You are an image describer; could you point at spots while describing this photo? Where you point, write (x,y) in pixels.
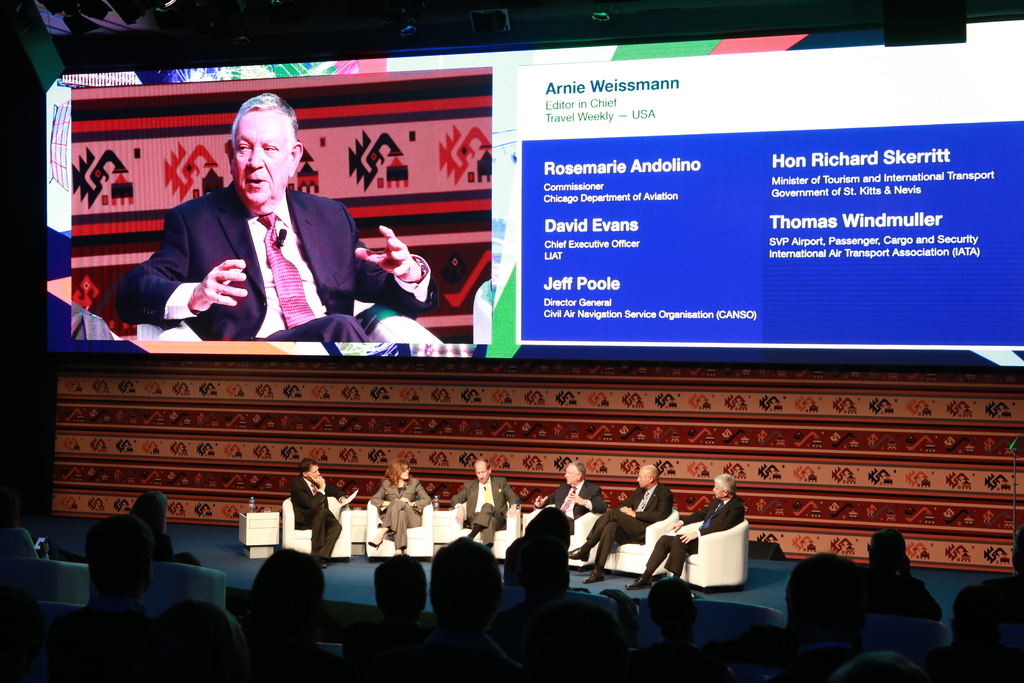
In this image at the top (720,172) I can see the screen (255,171) and I can see person image (281,120) and text (543,225) and at the bottom (17,543) I can see persons (541,510) sitting on the chair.
